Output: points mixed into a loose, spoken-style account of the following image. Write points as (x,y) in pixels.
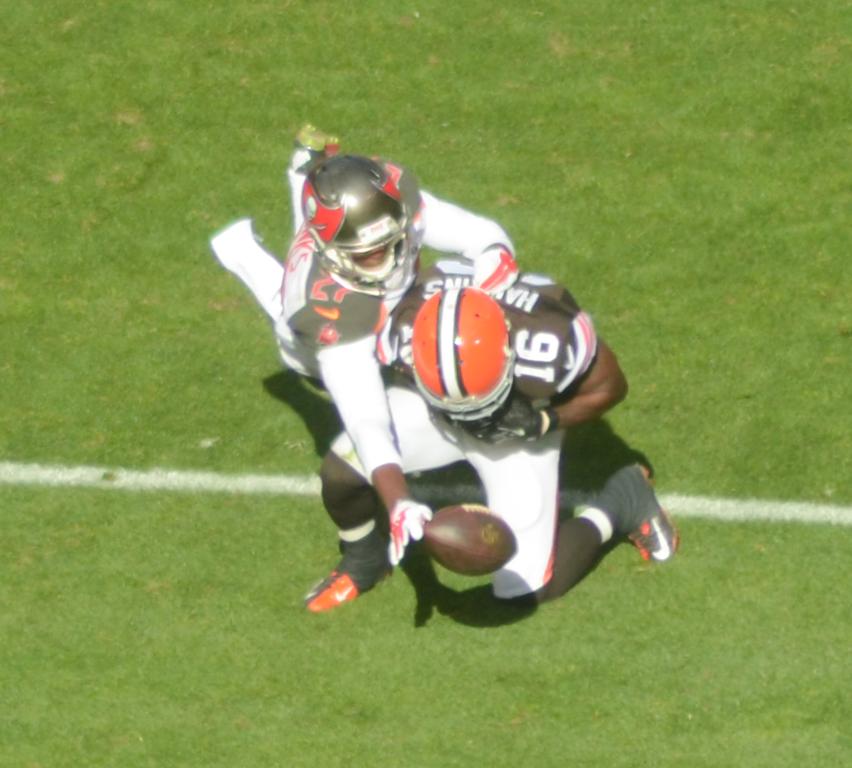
In the image we can see there are two people (413,317) on the ground (645,710) and there is a football (471,547) in the air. The people (456,286) are wearing helmets (364,167) and the ground (382,589) is covered with grass (402,684).
